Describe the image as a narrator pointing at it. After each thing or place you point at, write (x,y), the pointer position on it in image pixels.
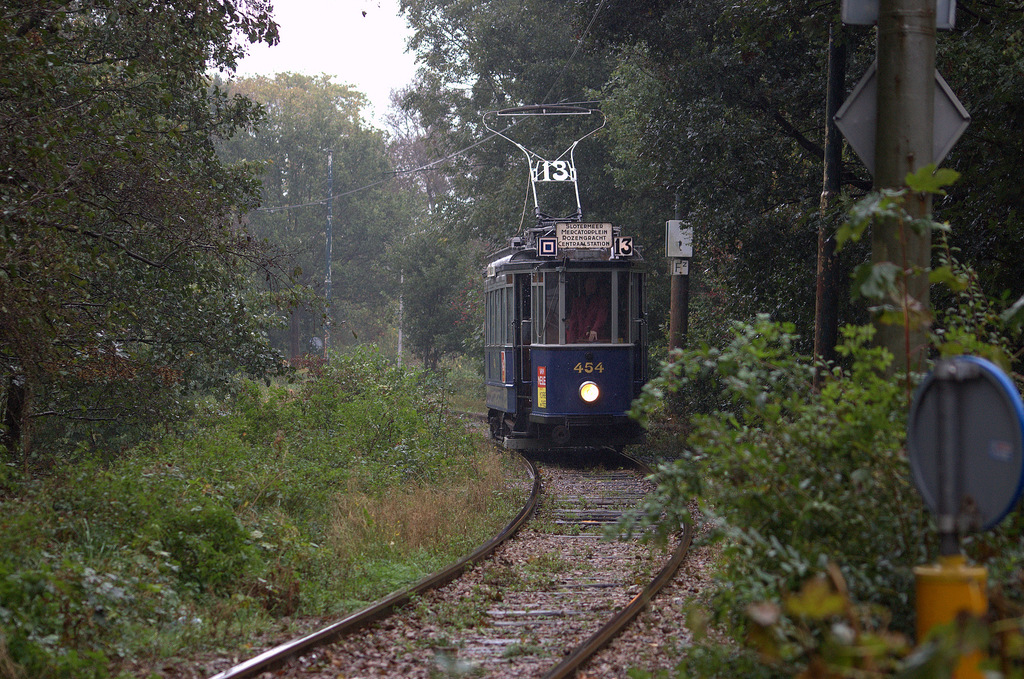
In this image in the center (526,405) there is a train (541,368) running on railway track (555,550) and there are trees (348,236), there is grass (257,524) on the ground (381,534) and there are poles (875,225).
